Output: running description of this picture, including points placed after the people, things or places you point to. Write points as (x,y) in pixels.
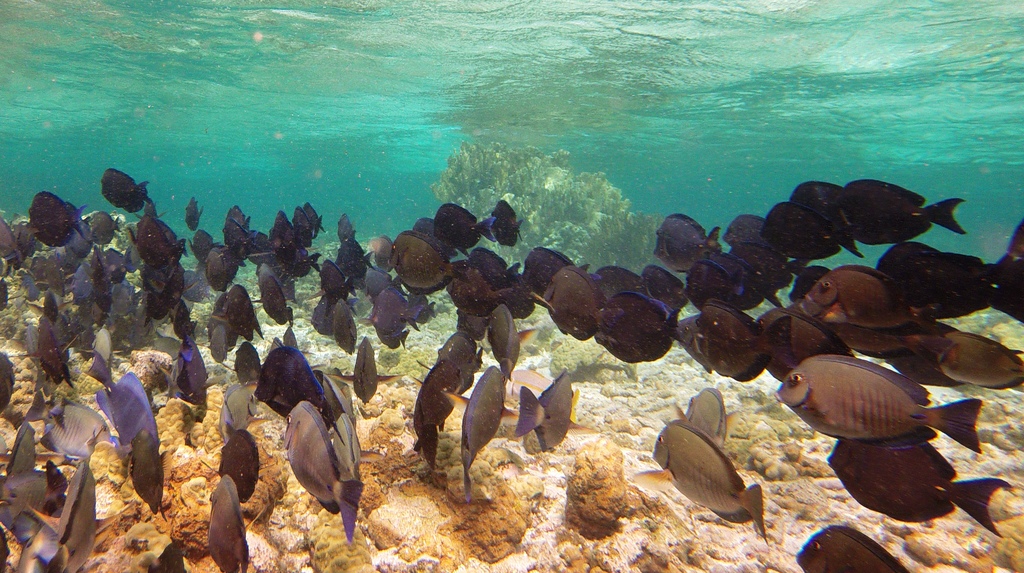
In this image, we can see some fishes (64,439) in the water (211,66).
